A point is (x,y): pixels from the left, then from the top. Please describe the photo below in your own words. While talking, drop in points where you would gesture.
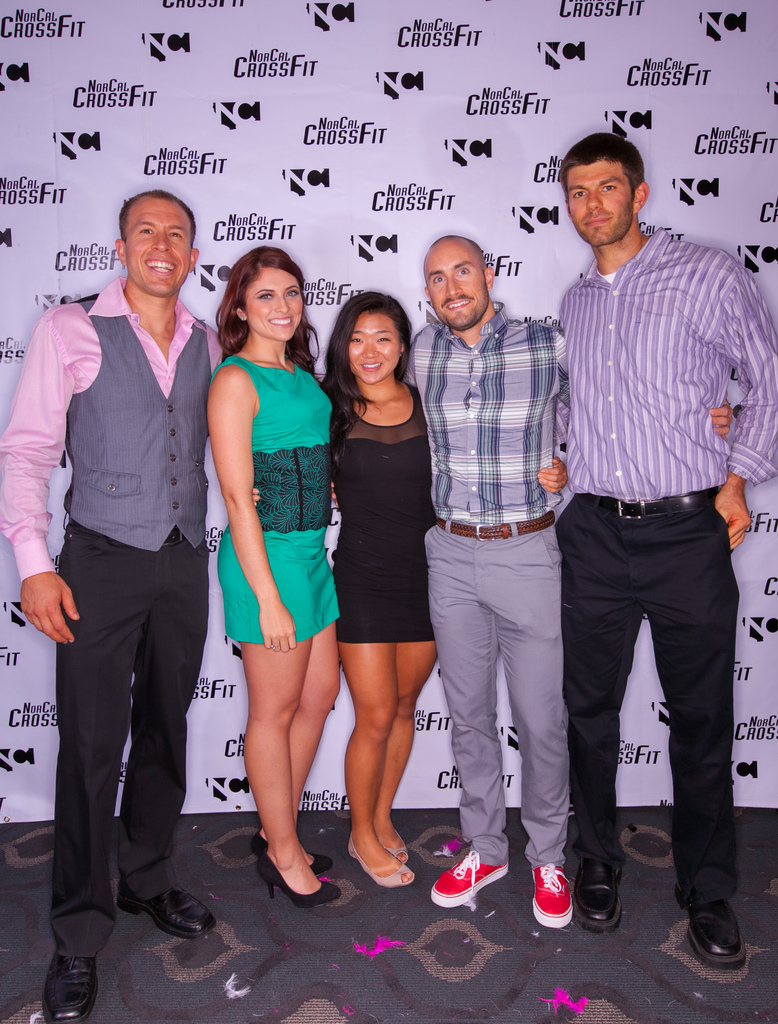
In this image we can see group of people (182,440) are standing, and smiling, the background (35,717) is black and white.
